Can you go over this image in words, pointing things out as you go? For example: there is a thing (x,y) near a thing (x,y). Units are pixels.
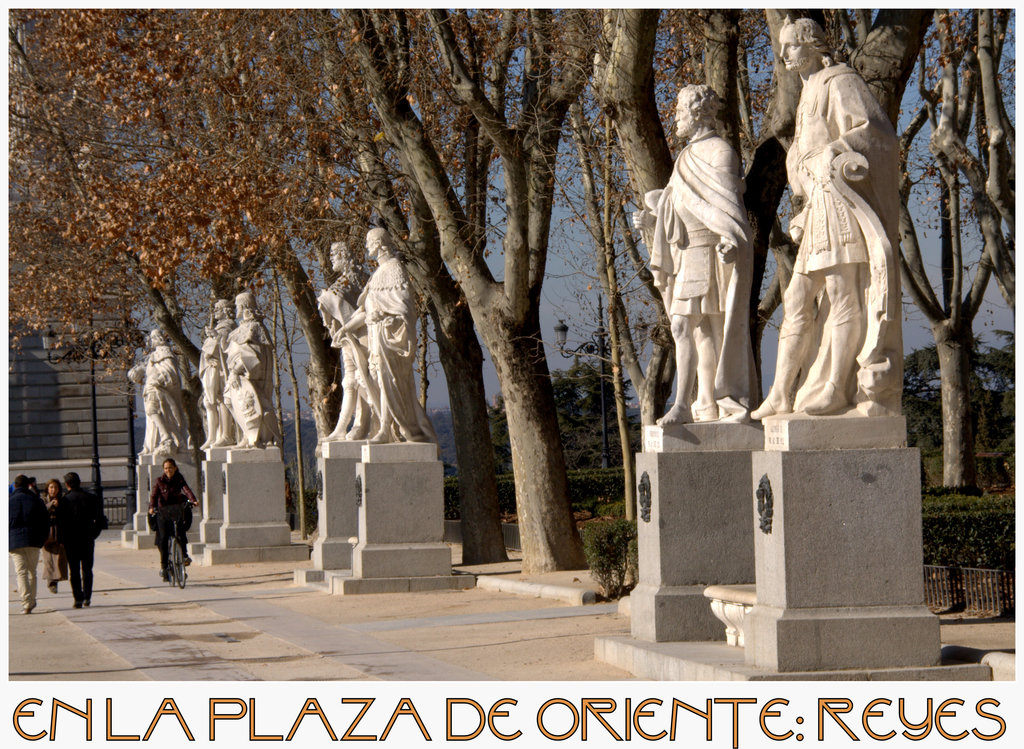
In this image there are a few people (87,520) walking on the path (141,587), beside them there is a person (168,525) riding a bicycle (181,547), beside them there are a few depictions (875,314) of the persons (889,316) on the rock structure (889,500), behind them there are trees (462,336) and plants (998,552). In the background (116,375) there is a building (45,390) and the sky (327,258), at the bottom of the image (443,699) there is some text (957,703).
